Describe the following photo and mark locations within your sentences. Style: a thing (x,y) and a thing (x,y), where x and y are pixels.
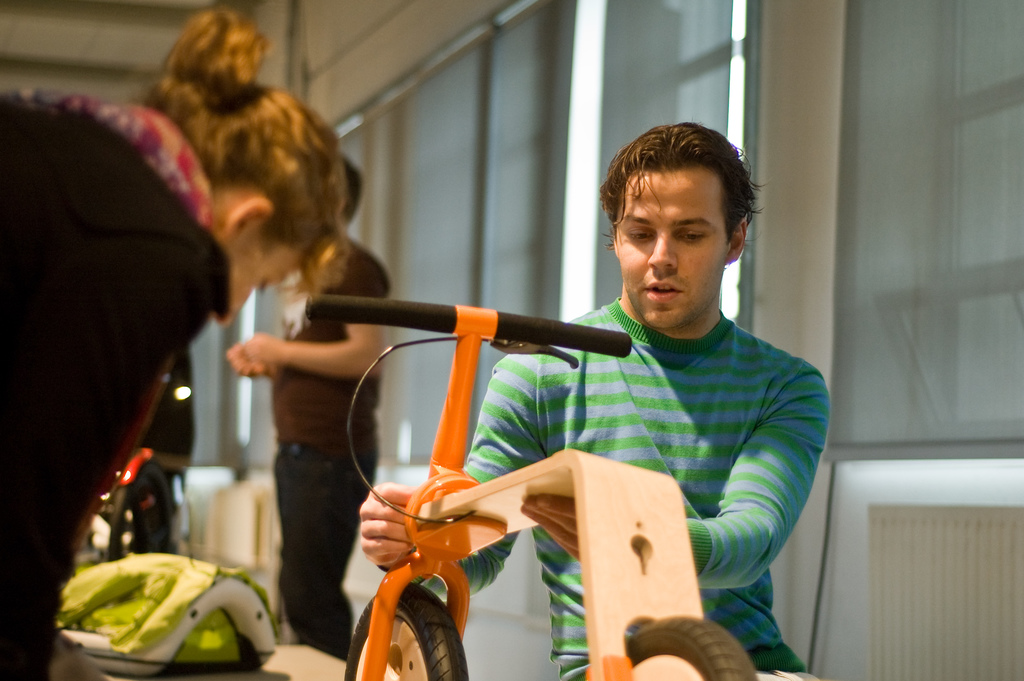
In this image I can see people (320,436) among them this person (652,389) is holding an object (612,527) in hands (570,533). In the background (506,196) I can see windows (513,159), windows blind (502,152) and other objects (109,605).
